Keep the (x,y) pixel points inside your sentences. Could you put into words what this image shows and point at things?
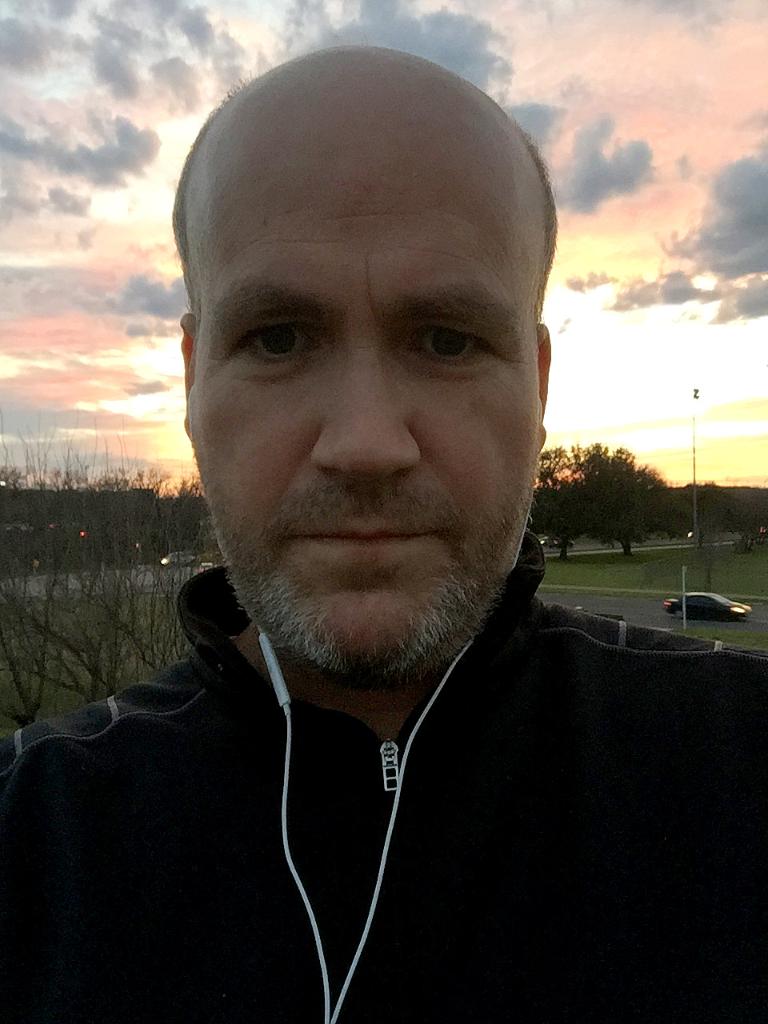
This image is taken outdoors. At the top of the image (168,219) there is a sky (78,442) with clouds (624,218). In the middle of the image (392,568) there is a man (342,726). In the background (71,614) there are a few trees (106,556) and there is a ground (630,559) with grass (656,558) on it. On the right side of the image (707,600) a car (714,608) is moving on the road (621,598).
